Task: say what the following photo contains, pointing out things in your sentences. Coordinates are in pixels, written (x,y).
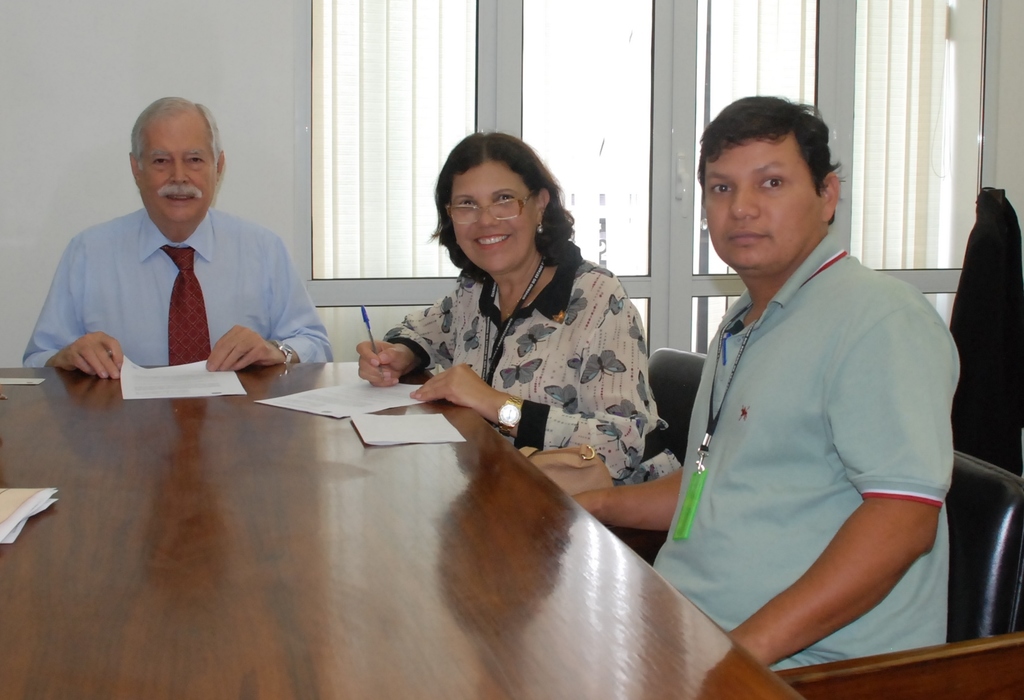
This is a picture in a office (324,256). In this picture in the foreground (267,442) there is a table (42,570) on the table (495,456) there are papers (382,428). On the left (161,255) there is a man (191,295) seated. In the center (485,312) there is a woman (535,305) seated and she is smiling. On the right (808,440) there is a man (917,632) seated in chair (975,553). In the background (78,88) on the left (84,67) there is wall (135,33). In the background (656,32) at the center (395,289) and the right there is a window (707,55).
